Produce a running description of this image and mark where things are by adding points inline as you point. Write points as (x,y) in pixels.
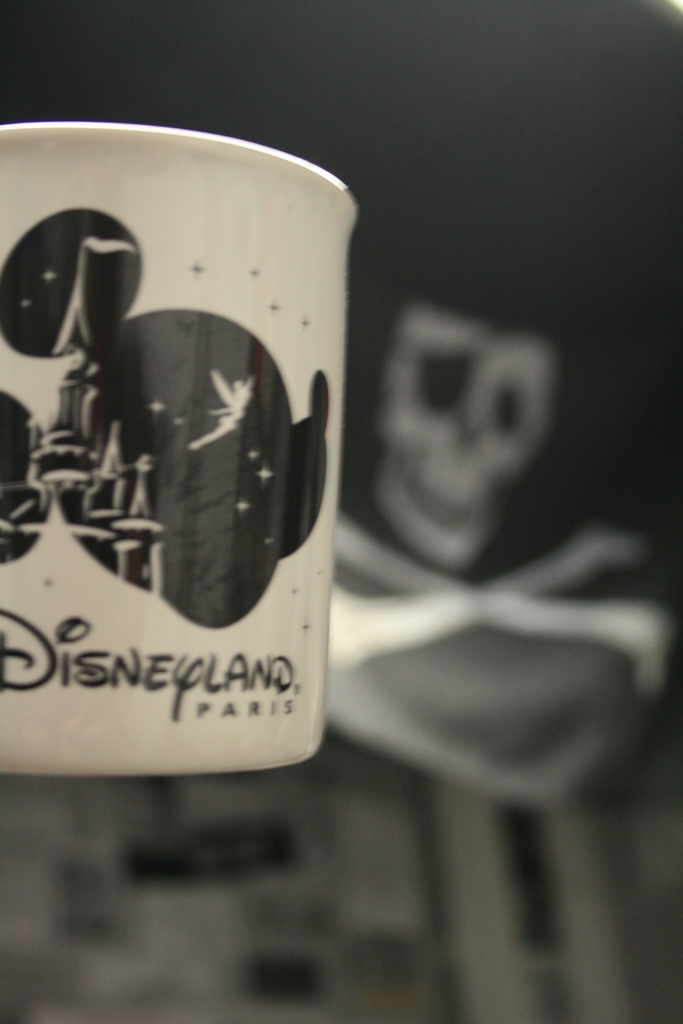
In this picture we can see a cup (312,728) and in the background (356,680) we can see dark.
